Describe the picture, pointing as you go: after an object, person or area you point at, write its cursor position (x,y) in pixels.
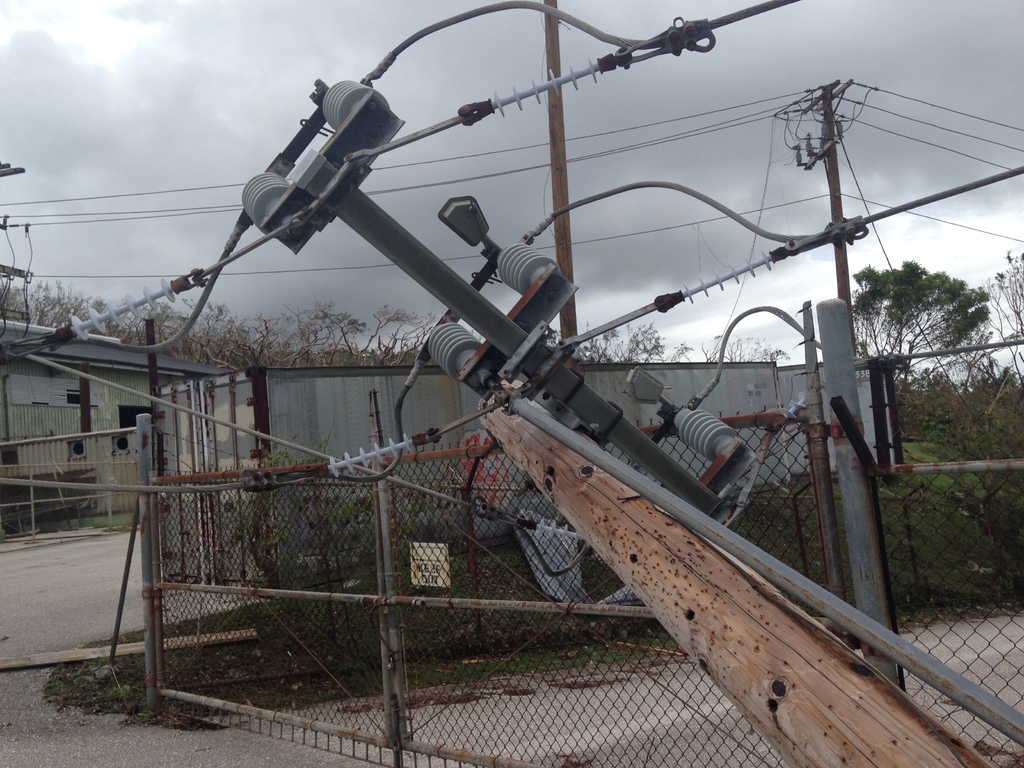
In the center of the image (522,293) we can see an electric pole (511,435) and a wooden log (564,480). In the background (280,665) there is a fence (957,535), sheds (241,388), trees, wires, poles (566,331) and sky (307,112).
